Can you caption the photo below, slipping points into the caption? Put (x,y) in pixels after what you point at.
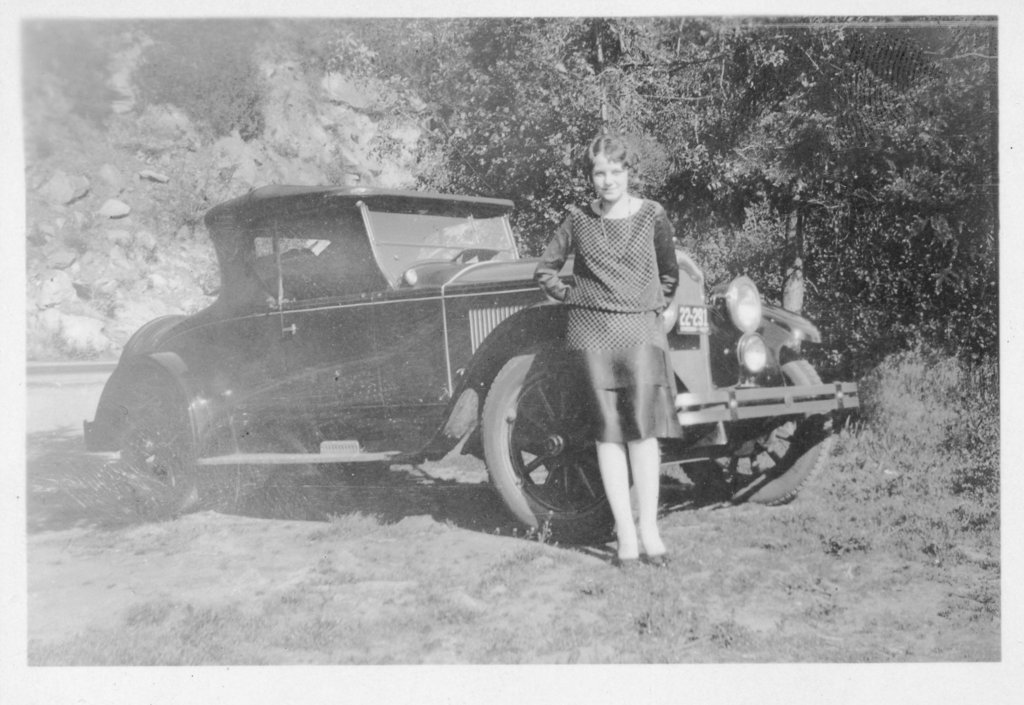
This is a black and white image. In the center of the image (496,262) there is a car (204,318). There is a lady (608,443). In the background of the image (700,102) there are trees (582,63). At the bottom of the image (515,622) there is grass (399,619).
